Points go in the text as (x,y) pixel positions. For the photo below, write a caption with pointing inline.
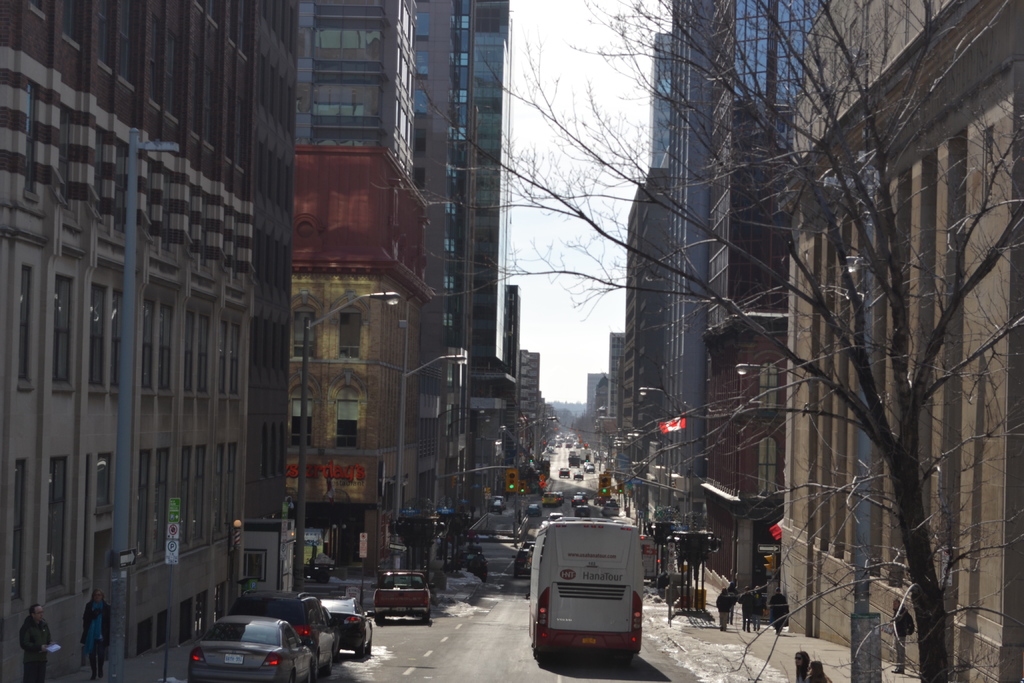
In this image I can see there are so many vehicles (263,641) on the road (477,672), beside the road (402,638) there is a tree (970,469) and buildings (755,523).
